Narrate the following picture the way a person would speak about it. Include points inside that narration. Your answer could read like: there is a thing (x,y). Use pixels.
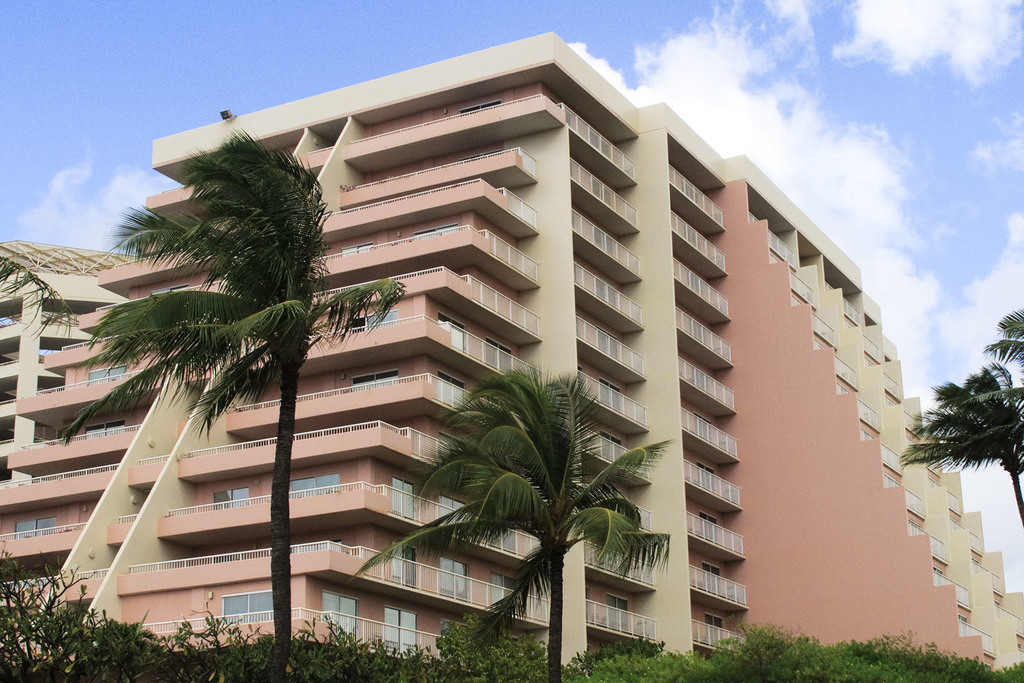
This picture contains the building (406,484) which is in white and pink color. We even see windows (237,497) and iron railing (619,562). At the bottom of the picture (313,637), we see plants (636,673) and trees (467,536) and at the top of the picture (650,65), we see the sky (327,32), which is blue in color.
